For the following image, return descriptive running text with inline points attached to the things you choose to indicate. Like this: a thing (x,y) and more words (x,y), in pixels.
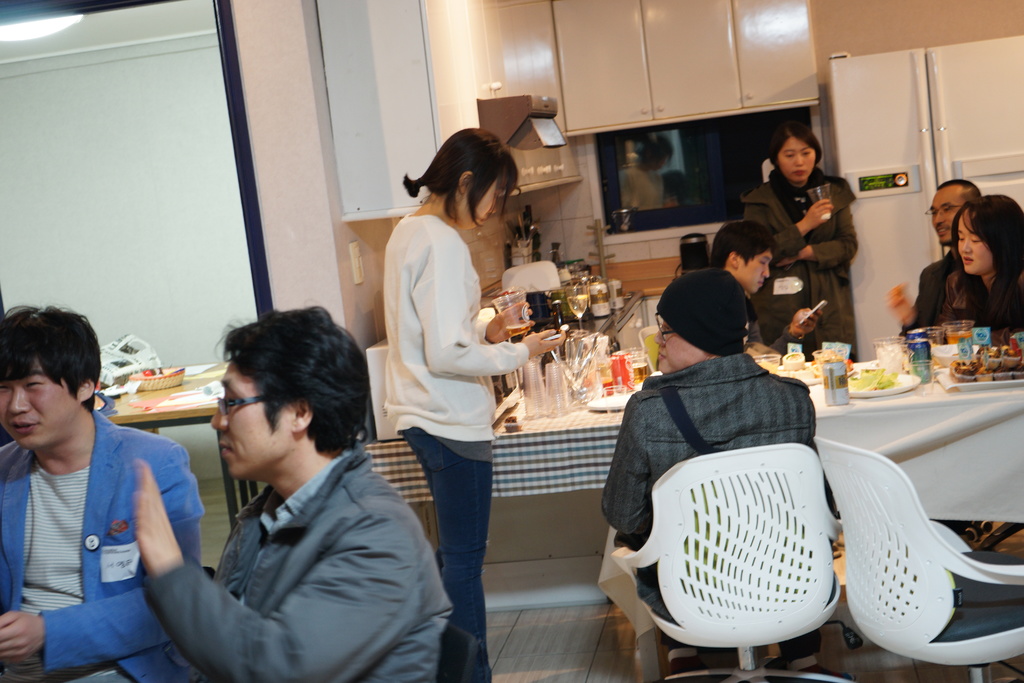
In this picture we have a group of people (78,353) sitting and two ladies (475,363) standing and we have a desk (920,380) on which there is a mat (931,402) and on that there are some food items (962,380) and also we can see a fridge (954,108), white color screen (214,151) and some shelf (559,95).
